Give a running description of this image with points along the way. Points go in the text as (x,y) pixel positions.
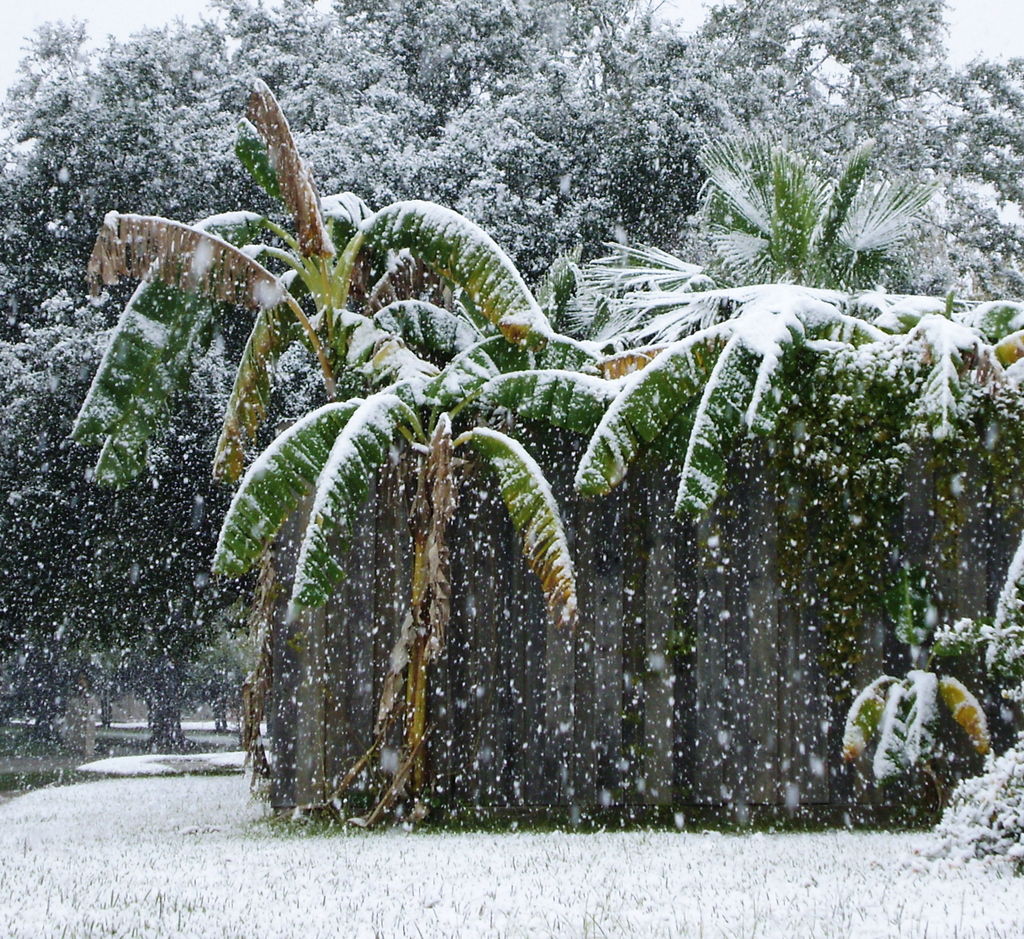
In this image there are trees (336,488). There is snow (253,835) on the ground (255,831) and on the trees (314,482). At the top (992,29) there is the sky (979,33).
